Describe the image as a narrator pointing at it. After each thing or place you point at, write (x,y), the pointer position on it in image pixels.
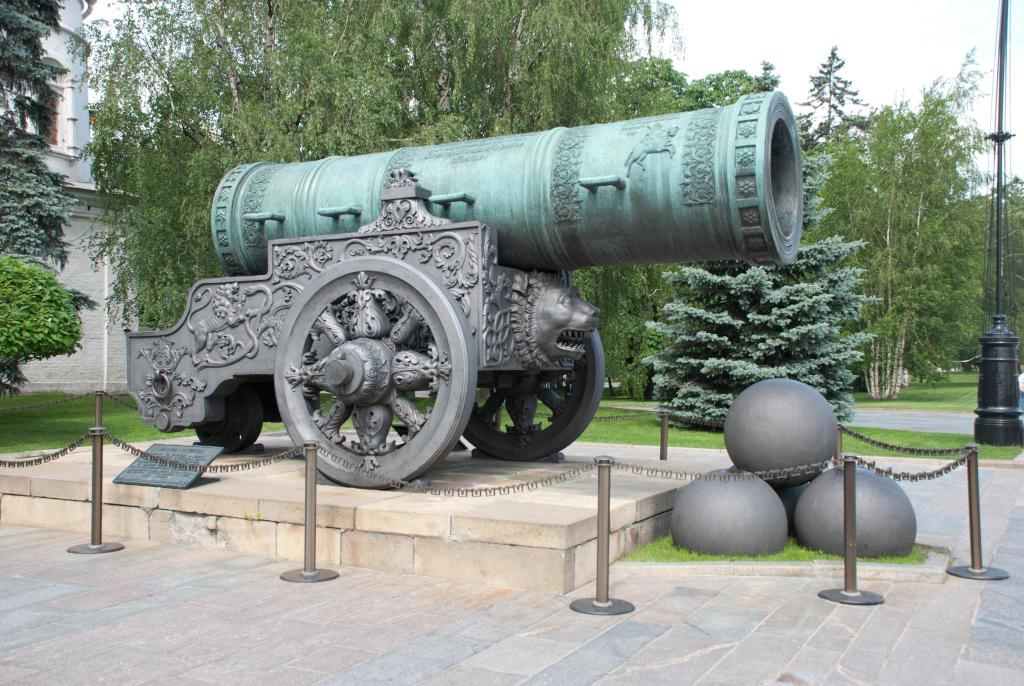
In this image I can see sculpture (377,222) of a cannon (492,285). In the background (21,210) I can see number of trees (386,92), a building (69,169) and a black colour pole (984,361).
